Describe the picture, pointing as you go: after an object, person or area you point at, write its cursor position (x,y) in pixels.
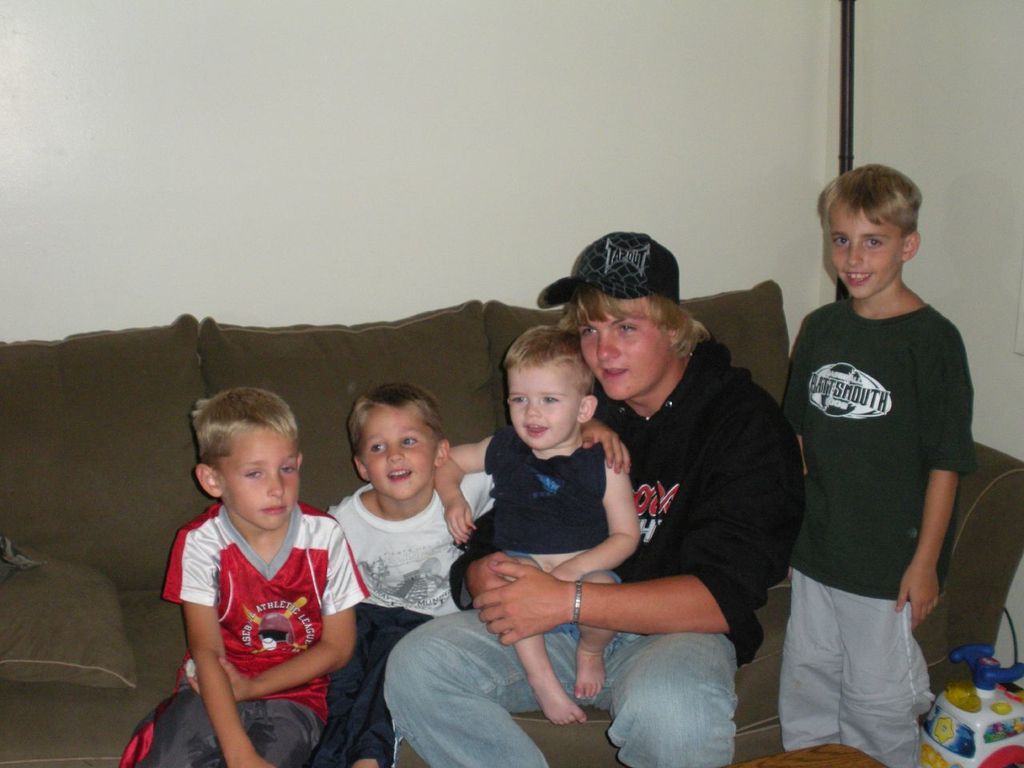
In this image there is a man (665,603) sitting on the couch (597,766), there are two boys (322,543) sitting on the couch (994,636), there is a boy (846,420) standing, there is a toy (968,732) towards the right of the image (991,720), there is a wire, there is a pole (843,63) towards the top of the image (843,48), there is a pillow (76,640) on the couch (116,415), at the background of the image (277,180) there is the wall (410,163).
